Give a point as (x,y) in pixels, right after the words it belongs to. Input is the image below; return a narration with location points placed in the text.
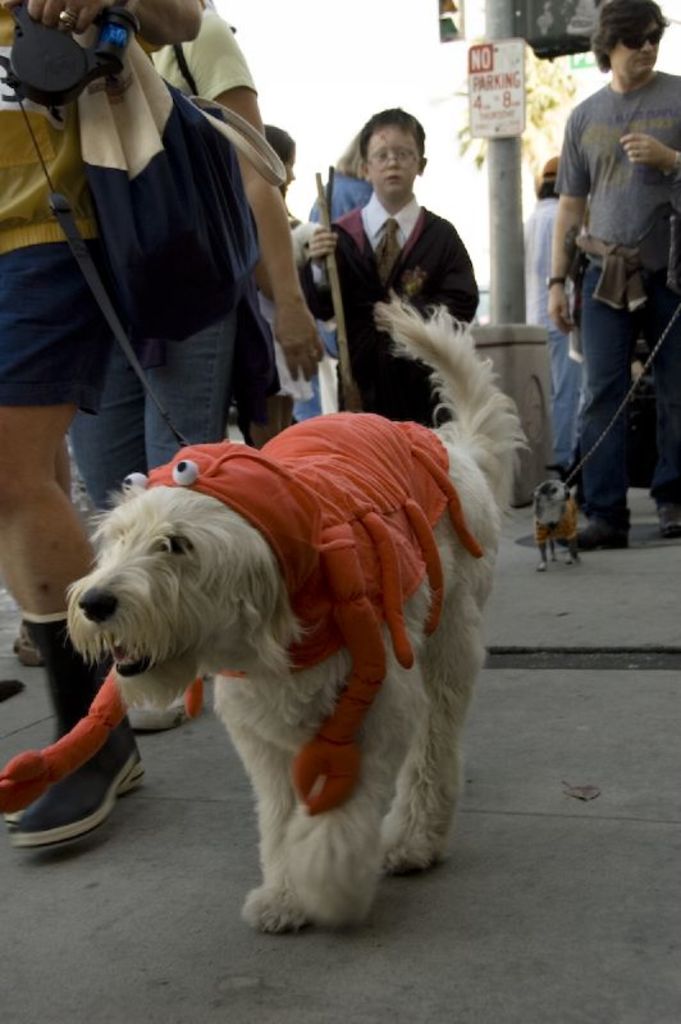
In this image I can see the group of people (366,272) and the dogs (426,552). At the back (357,66) there is a tree (542,98) and the sky (367,81).
